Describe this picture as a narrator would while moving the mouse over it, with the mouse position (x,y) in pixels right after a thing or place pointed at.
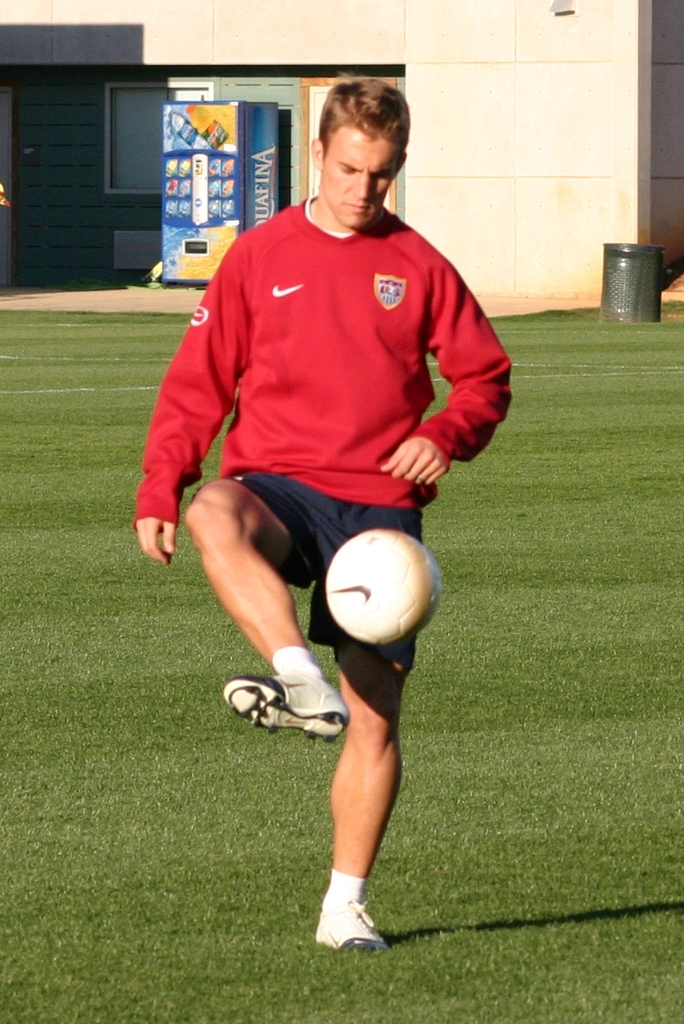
In this Image I see a man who is on the grass (672,986) and he is wearing a red t-shirt (345,451) and a blue short (317,586) and I can also see there is a ball (339,600) over here. In the background (3,44) I see the wall (40,44) and the bin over here.
